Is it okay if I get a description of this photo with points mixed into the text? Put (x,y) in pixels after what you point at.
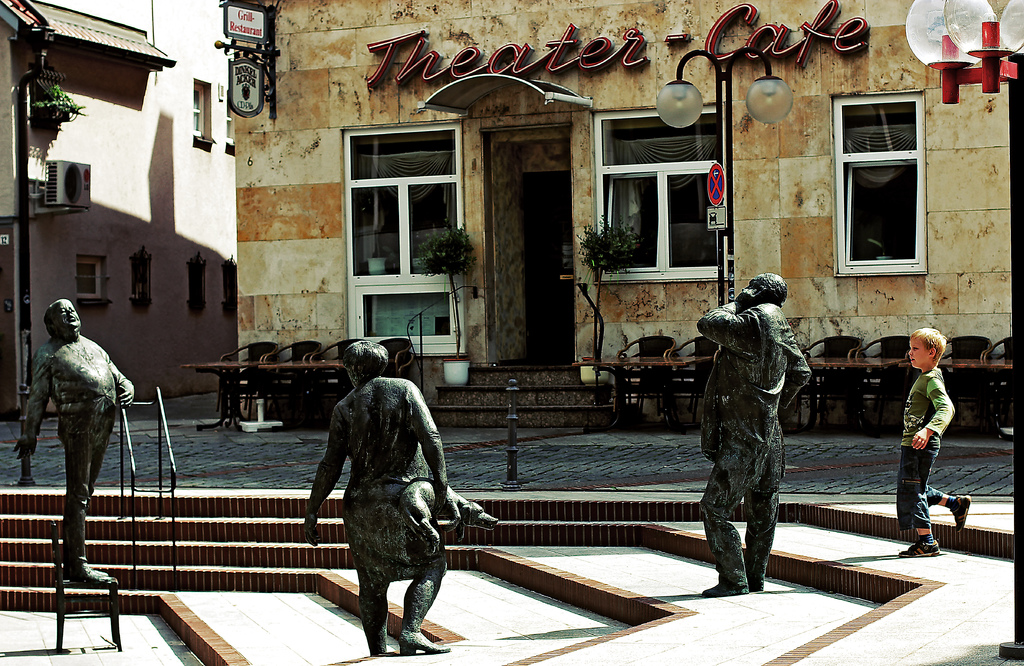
In this picture I can see sculptures (378,515), there is a boy (918,422) walking on the stairs (814,570), there are lights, boards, poles (1021,448), there are chairs (387,342), tables (206,368), there are plants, and in the background (677,206) there are buildings (552,291) with windows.
